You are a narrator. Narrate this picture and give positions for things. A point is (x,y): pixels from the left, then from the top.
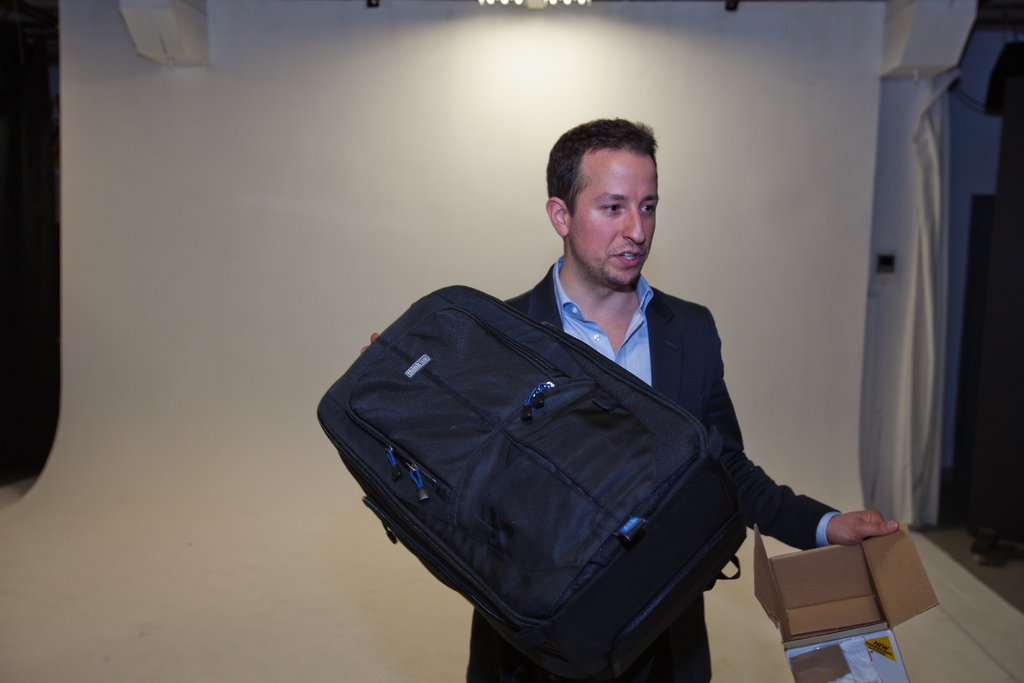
In this image I see man (652,158) who is holding a bag (661,437) and a box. In the background (888,342) I see the wall (168,374).
